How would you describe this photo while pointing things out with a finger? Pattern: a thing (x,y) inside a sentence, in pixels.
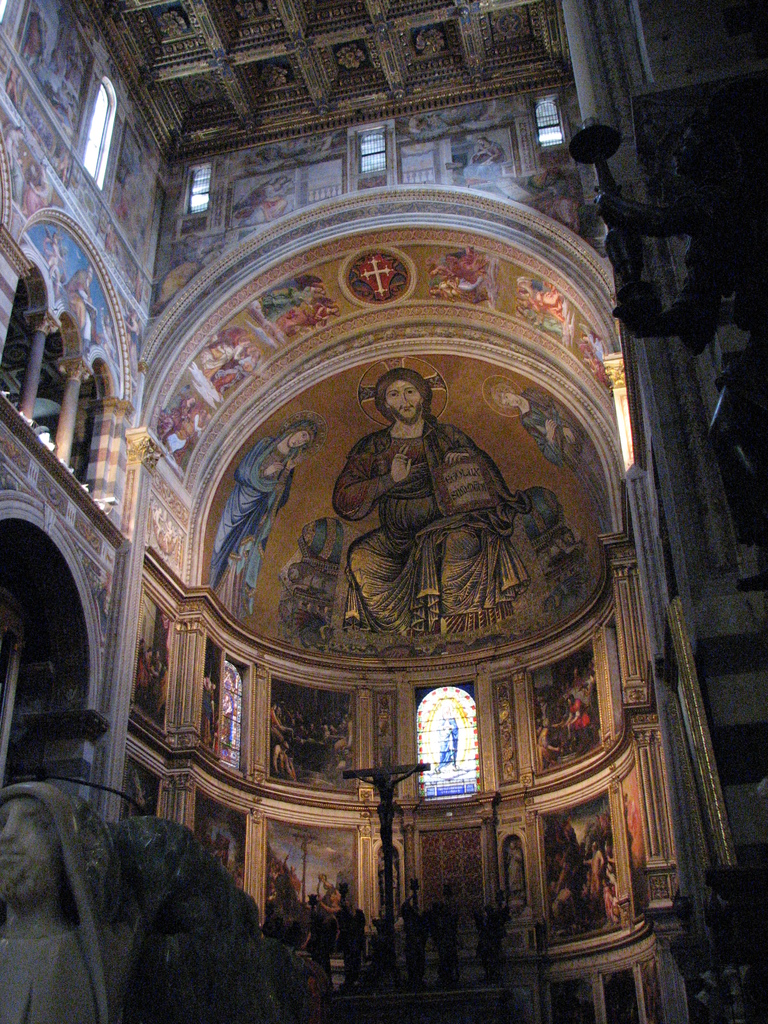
In the foreground (668,405) I can see a building (501,275), sculptures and wall paintings (553,438) on it. At the bottom (497,940) I can see statues (357,930) on the floor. This image is taken inside a building (601,407).
